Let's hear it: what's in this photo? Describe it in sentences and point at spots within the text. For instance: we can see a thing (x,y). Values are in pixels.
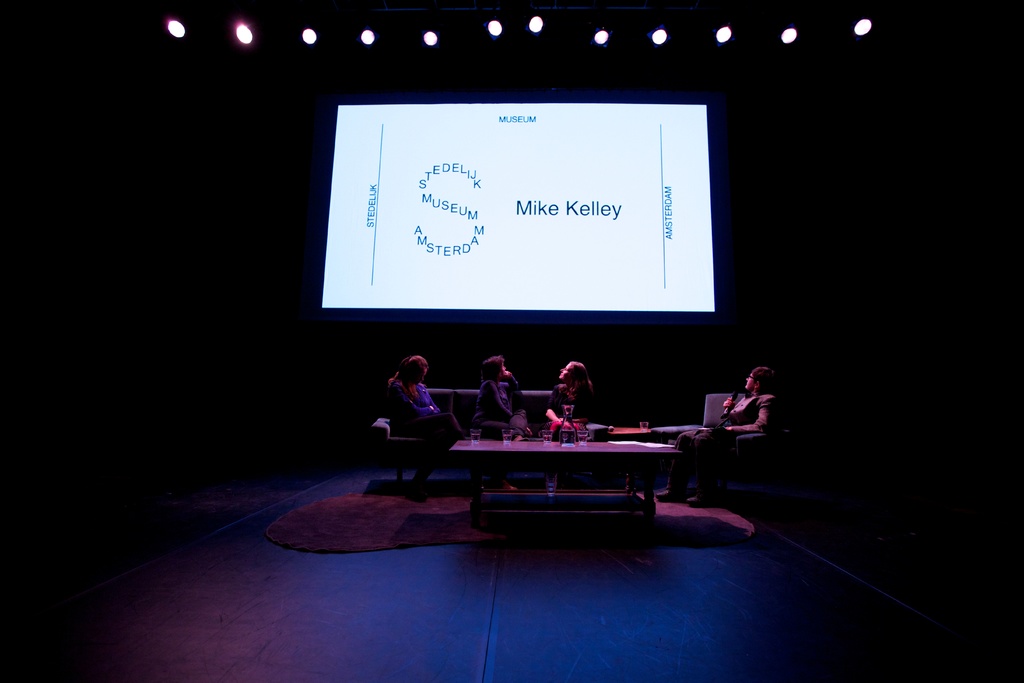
In this image the four persons (494,414) are sitting on the sofa (713,419) person (746,409) at the right side (734,409) is holding a mic (733,400) and is seeing at the screen (508,249) where we can read as Mike Kelley, the two persons (495,401) sitting in the center of sofa (539,402) is turning their heads (569,374) back and seeing at the screen (571,274) the person (429,393) at the left side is looking at her lap (444,416). In front of them there is one center table (558,456), there is a floor mat (375,527) which is kept on the floor (367,565) in this room (506,570) on the roof (560,35) there are some lights (659,42) which are on.
